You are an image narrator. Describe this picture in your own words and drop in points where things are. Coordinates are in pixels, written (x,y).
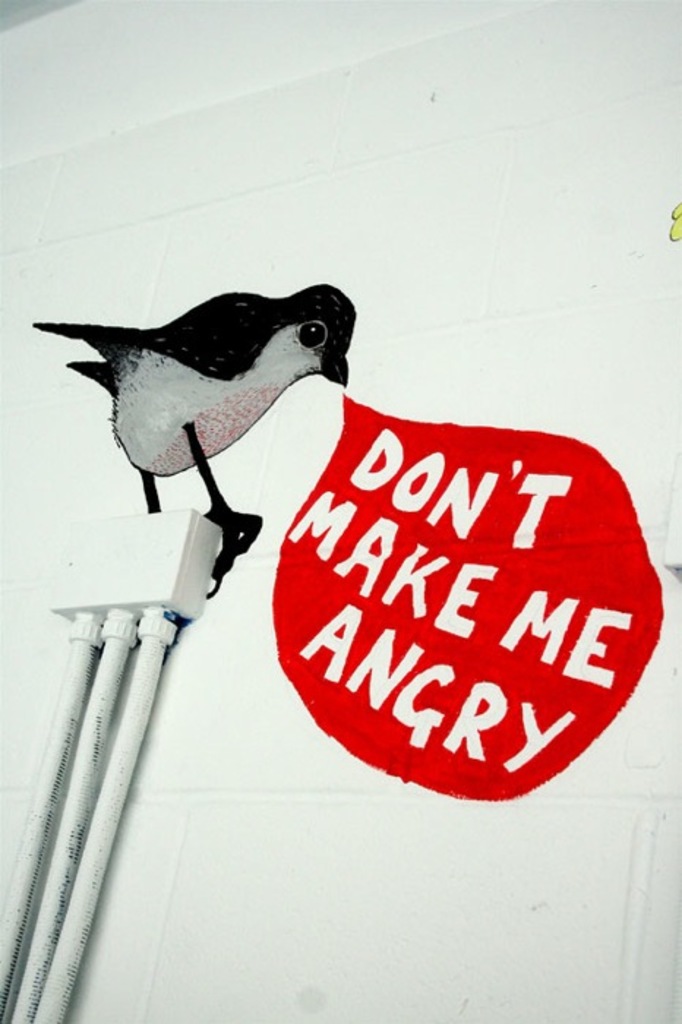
There is a wall (278,197). On the wall (268,204) there is a painting (223,339) of a bird (196,364) and something is written. Also there are pipes (88,677) with box (140,535) on the wall (181,829).
